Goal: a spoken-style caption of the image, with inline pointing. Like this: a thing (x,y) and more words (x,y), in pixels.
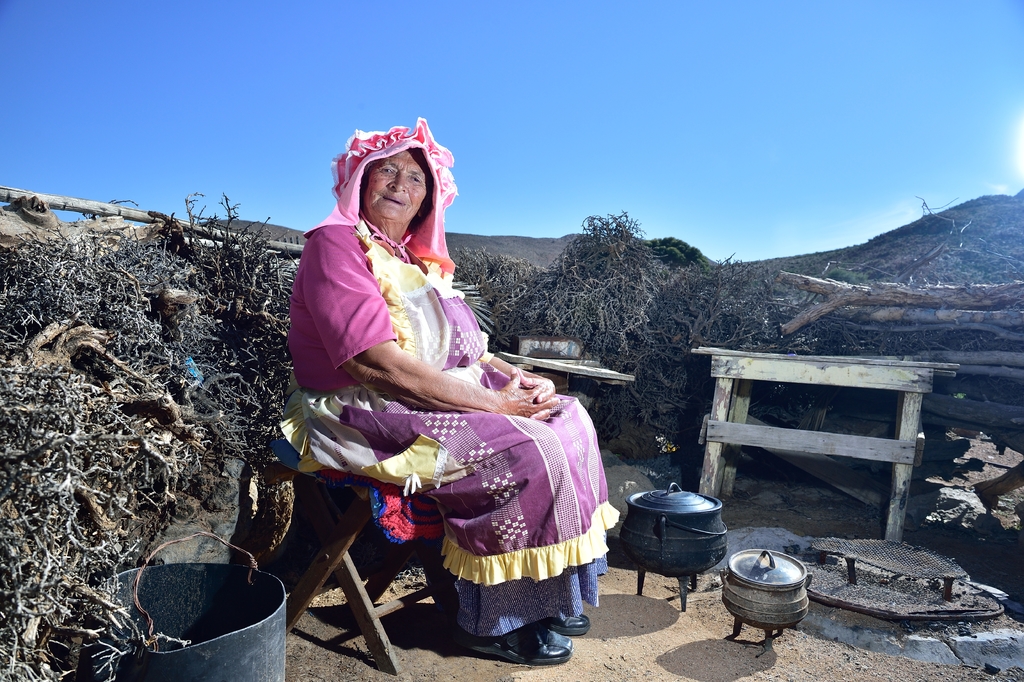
In the picture we can see a woman (559,536) sitting on the stool (293,620) and near to her we can see two vessels (767,612) on the surface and behind it, we can see a table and behind a woman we can see the dried plants (466,270) and in the background (599,142) we can see the sky (762,15).
